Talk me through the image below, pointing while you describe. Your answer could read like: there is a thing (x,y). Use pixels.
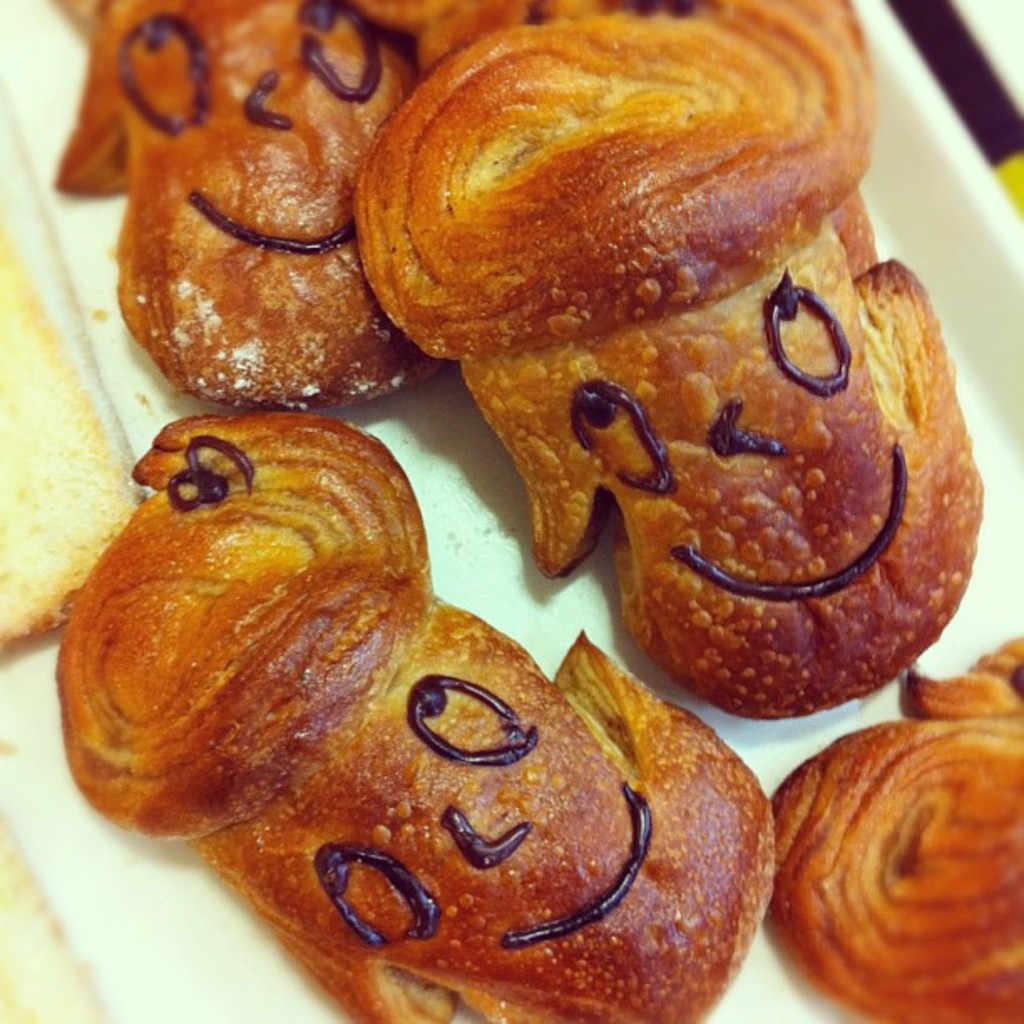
In this picture we can see some food (756,639) on a plate (1021,388).
